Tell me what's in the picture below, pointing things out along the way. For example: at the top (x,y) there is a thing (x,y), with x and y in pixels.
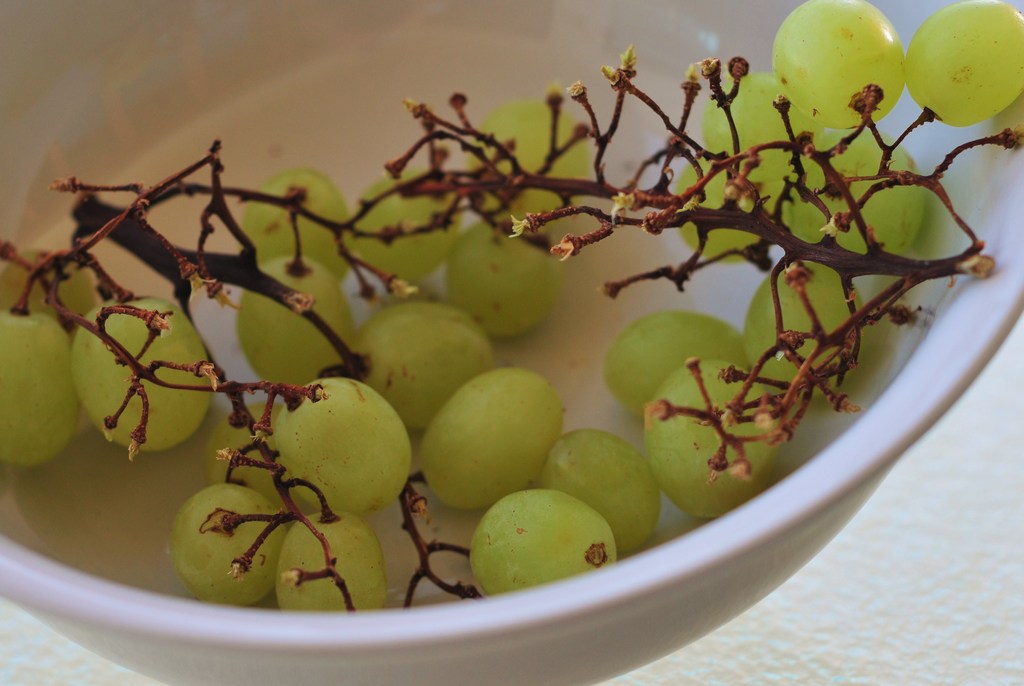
In the picture we can see a white color bowl (559,674), in it we can see some grapes (837,92).
